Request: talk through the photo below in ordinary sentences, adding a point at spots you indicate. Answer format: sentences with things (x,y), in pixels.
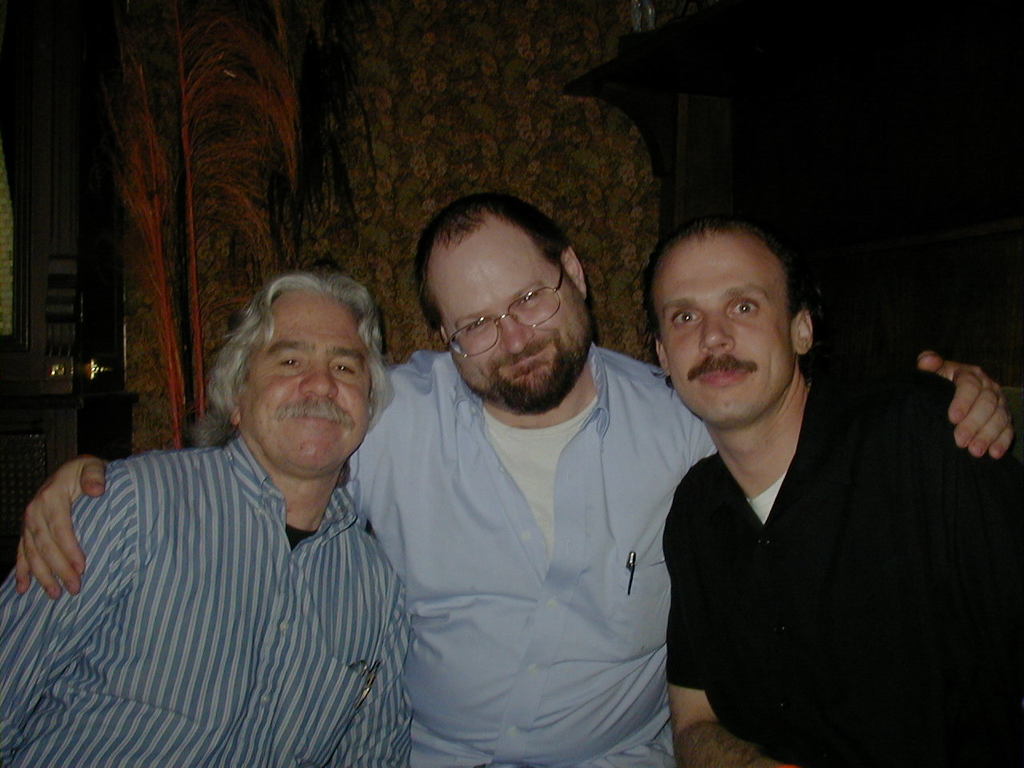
In the image we can see three men (528,561) wearing clothes (847,617). This is a pen (369,693), spectacles (552,314) and wall (548,118). And half the background (563,128) is blurred.
